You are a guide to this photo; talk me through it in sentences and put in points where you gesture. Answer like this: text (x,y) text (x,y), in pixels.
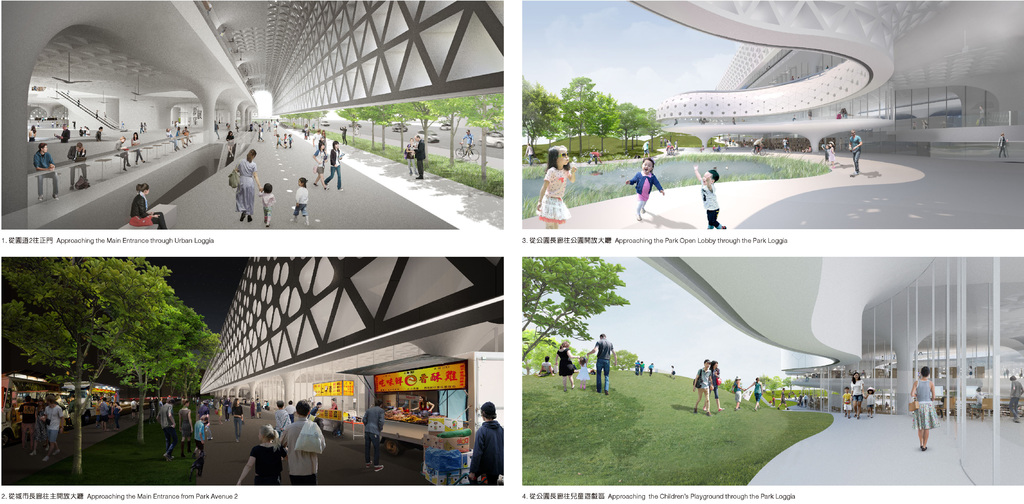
It is a collage image. In these images there are people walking on the road (351,189). There are trees (545,90), vehicles (326,125), buildings (786,80). In the background of the images there is sky (630,314). There is some text (128,493) the bottom of the images.
